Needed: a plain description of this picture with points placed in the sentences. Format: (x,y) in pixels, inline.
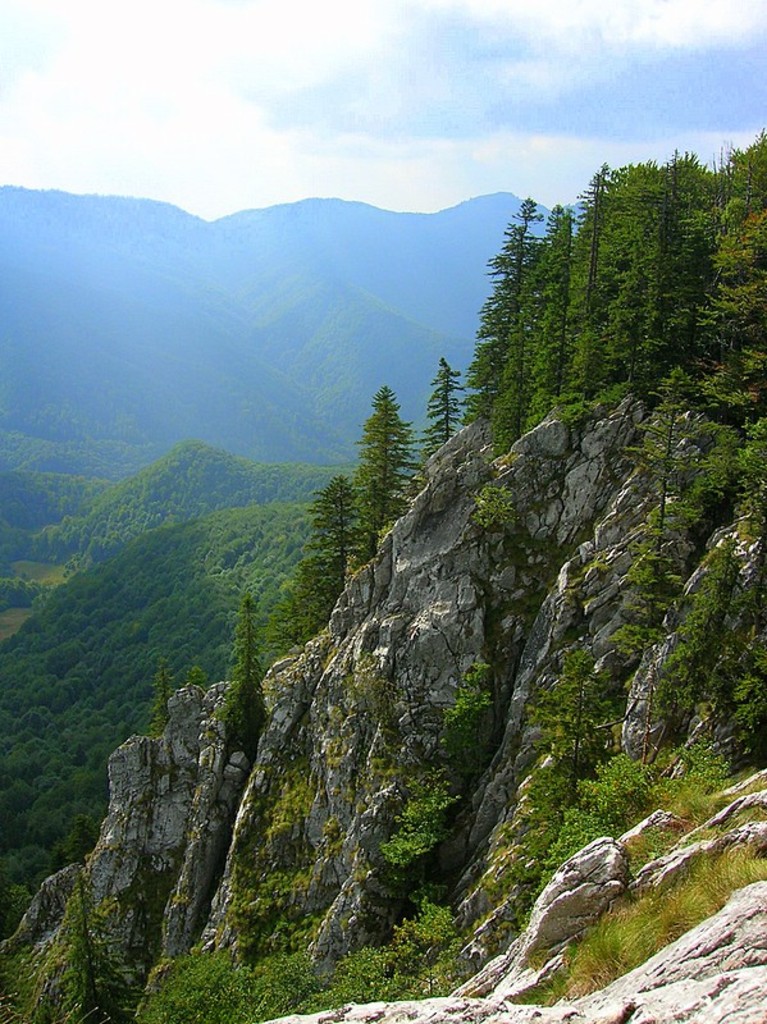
In this image there are mountains (464,539), on that mountains (261,338) there are trees (520,329), in the background (467,99) there is a sky (450,96).
